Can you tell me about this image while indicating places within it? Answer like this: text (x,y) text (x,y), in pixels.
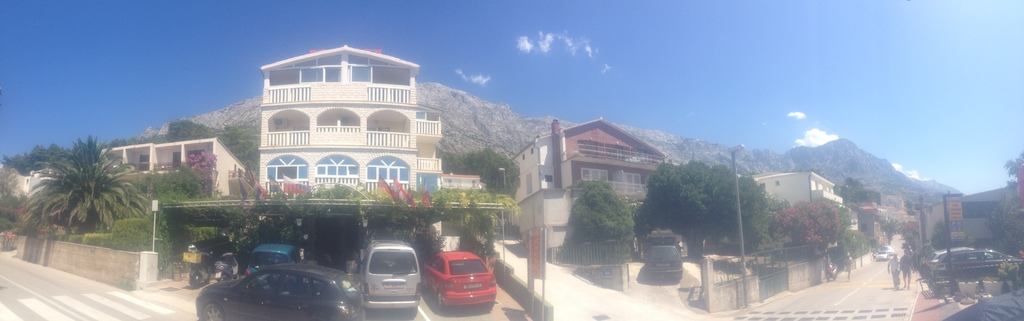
In this image I can see buildings (785,185), cars (669,258), electric poles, people (909,264), trees (748,247), plants (771,248), flowers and in the background (571,76) there are hills (499,112) and sky (592,50).
